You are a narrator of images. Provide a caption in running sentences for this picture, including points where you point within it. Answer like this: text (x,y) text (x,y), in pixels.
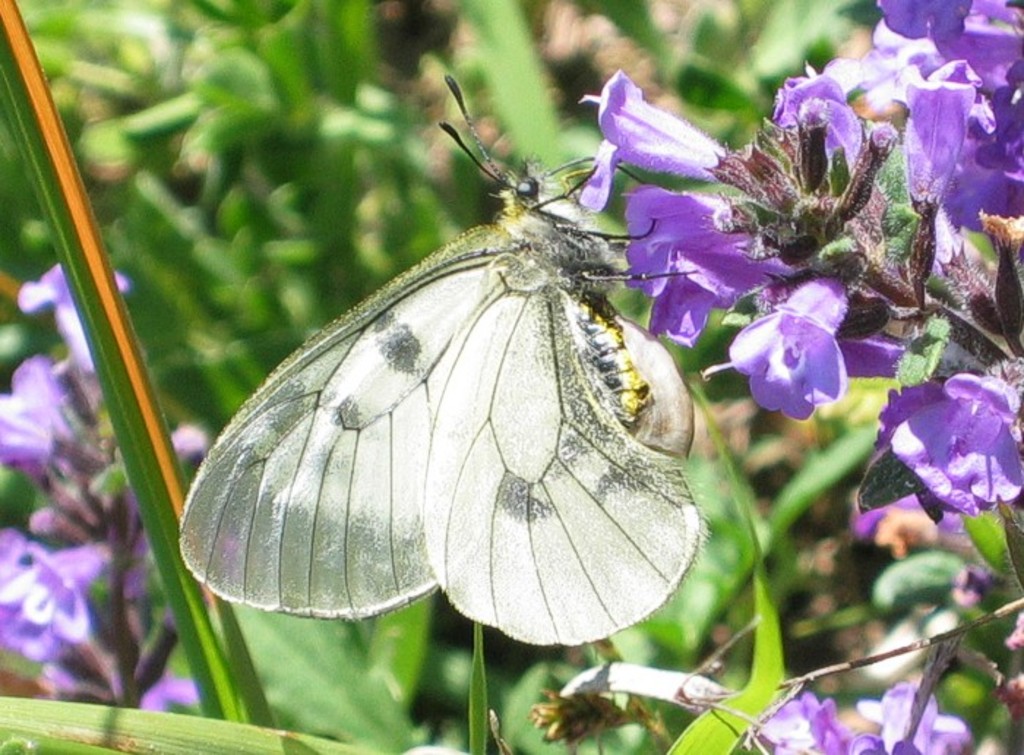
In this image, we can see some plants (269,151) and flowers (693,300). We can also see a butterfly (336,382).
